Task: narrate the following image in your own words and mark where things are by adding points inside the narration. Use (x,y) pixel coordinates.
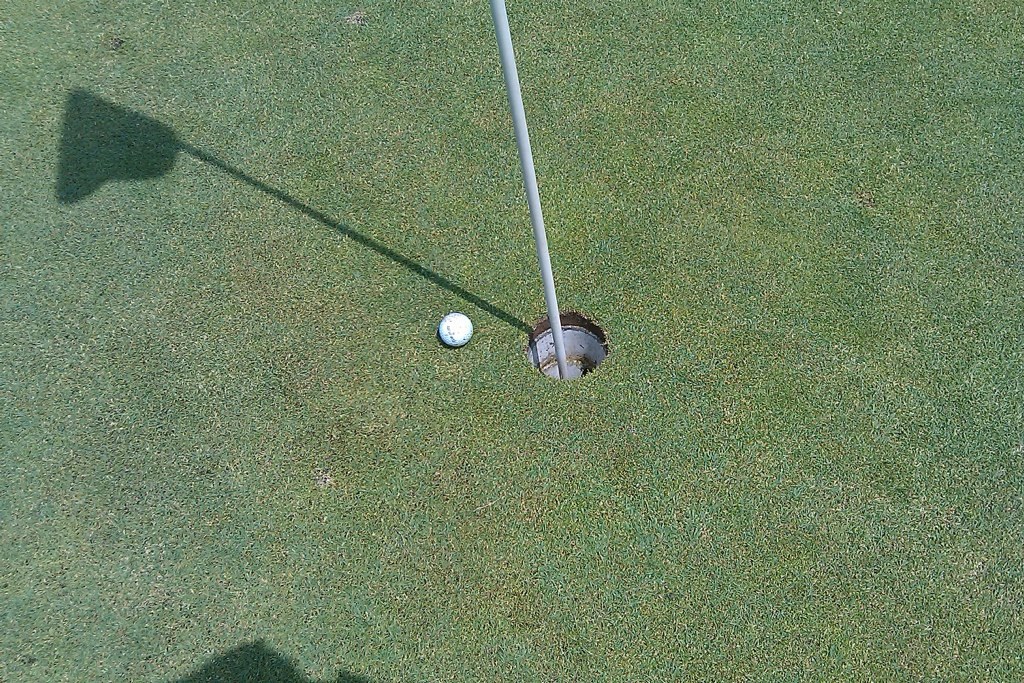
In this picture we can see a golf ball (462,335) on the grass (477,347), beside to the ball (457,320) we can find a metal rod (534,210).
